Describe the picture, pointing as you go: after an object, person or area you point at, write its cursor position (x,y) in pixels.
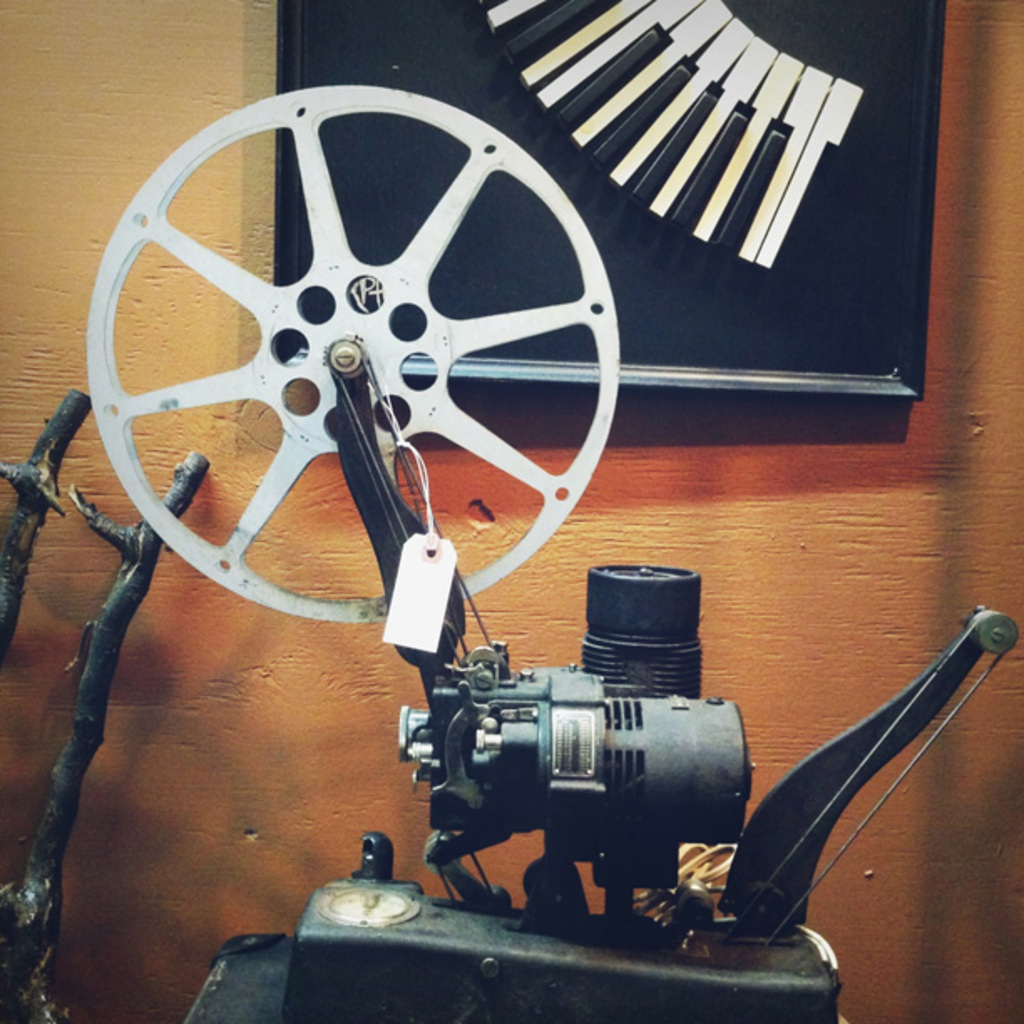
In the image there is a machine (465,927) with engine (461,761) and wheel (239,378). Behind the machine (233,132) there is a wall (295,505) with frame (665,372). And on the left side of the image (36,502) there are sticks (21,582).
